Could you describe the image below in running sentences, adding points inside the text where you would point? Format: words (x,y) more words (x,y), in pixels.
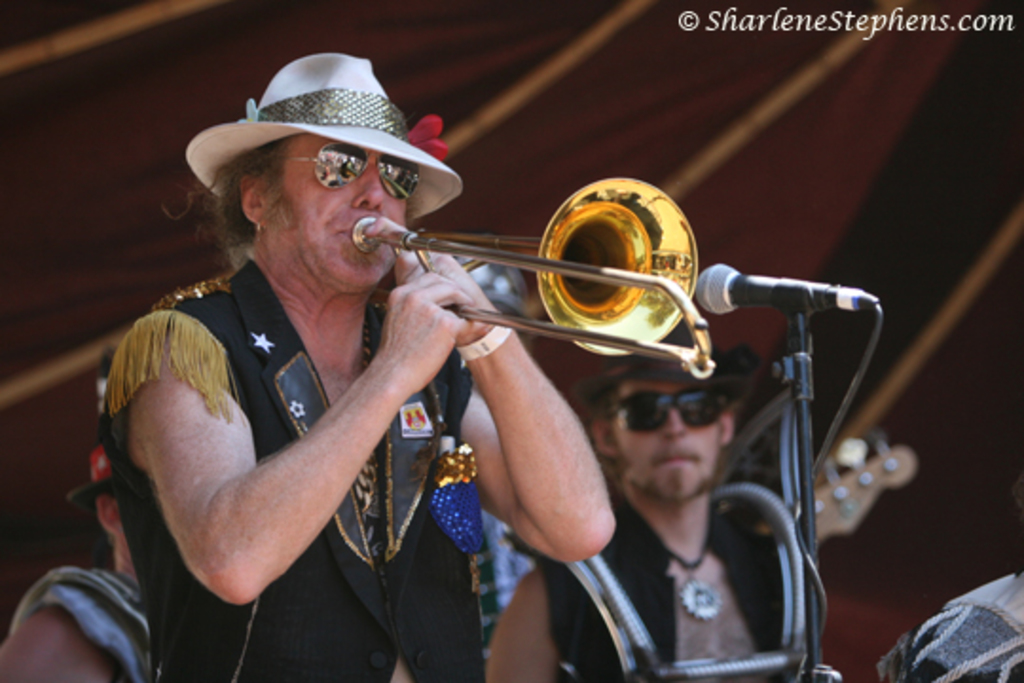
This image is taken outdoors. In the background (456,96) there is a cloth (120,181). There are two men (752,596) and a man (723,577) is holding a guitar (818,511). In the middle of the image (415,299) a man (356,297) is playing music with a musical instrument (549,282) and there is a mic (786,307). On the right side of the image (970,617) there is a person (982,610).
